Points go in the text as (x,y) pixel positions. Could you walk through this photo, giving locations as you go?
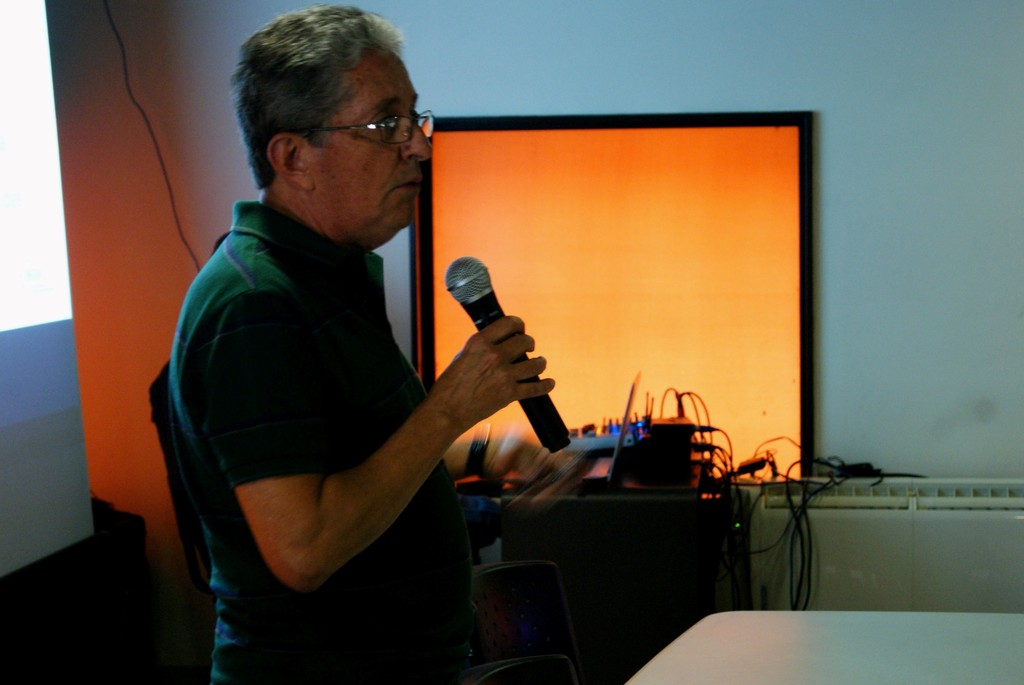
In this image there is a man (311,420) standing in the center (421,412) and holding a mic (537,398) in his hand (530,367). In the background (648,519) there is a table (646,506), on the table (630,508) there are objects (632,435) which are black in colour and there is a frame (656,272) behind the table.
